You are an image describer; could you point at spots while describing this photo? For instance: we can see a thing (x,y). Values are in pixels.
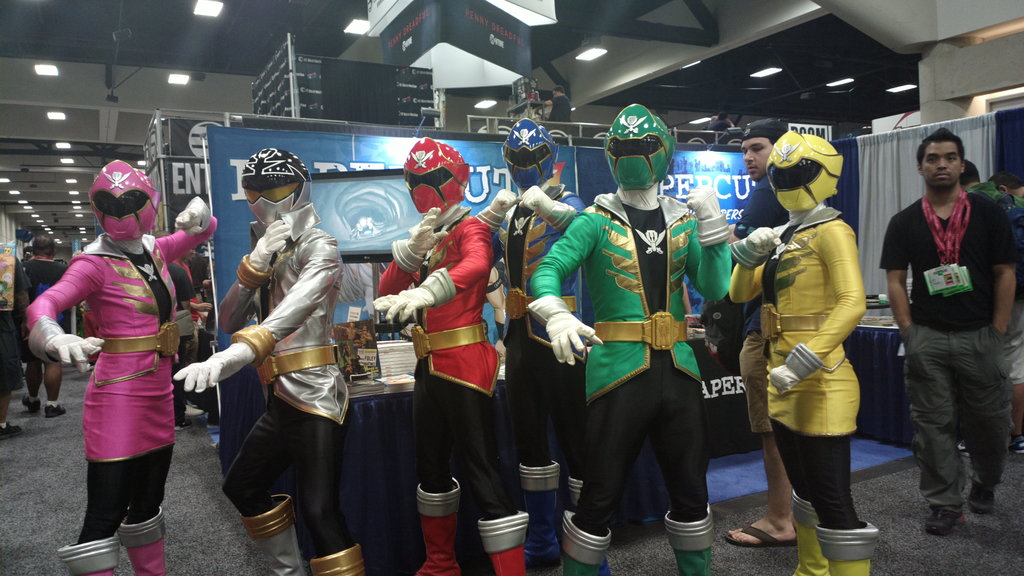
In this image, there are a few people (699,246). Among them, some people (463,351) are wearing costumes (418,409). We can see some tables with objects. We can also see some boards (719,179) with text (240,161) and images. We can see the roof (247,73) with some lights (63,161).
